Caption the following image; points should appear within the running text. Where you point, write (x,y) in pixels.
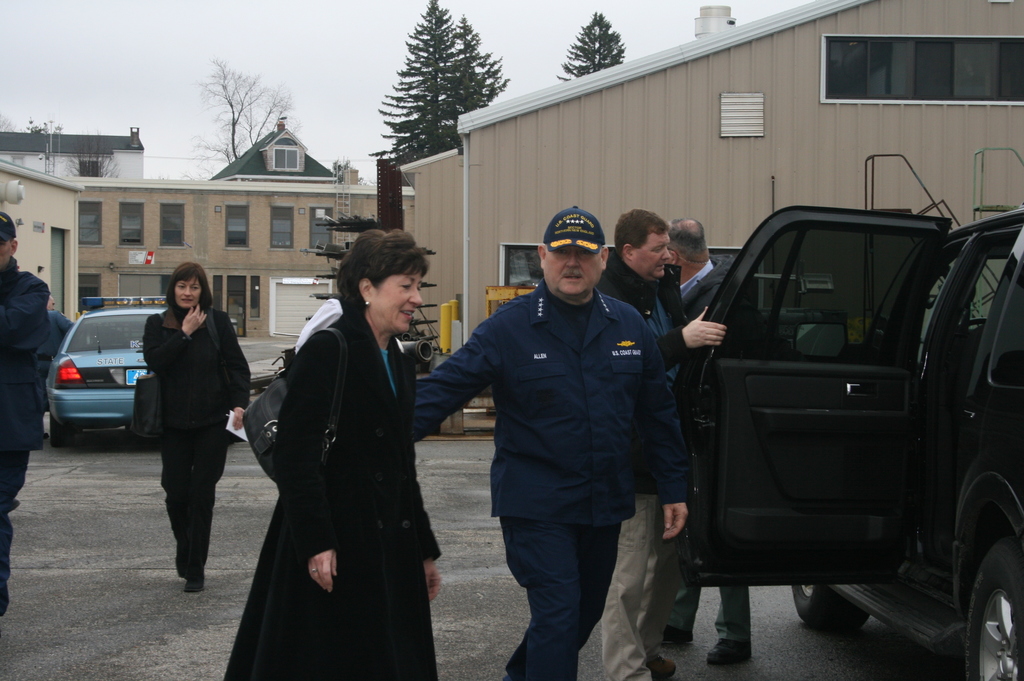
In this picture we can see some people (310,409) walking, on the right side (805,409) there is a vehicle (983,462), we can see buildings (59,212) and trees (468,88) in the background (55,226), on the left side (122,386) there is a car (109,381), we can see the sky (297,45) at the top of the picture (293,64).
